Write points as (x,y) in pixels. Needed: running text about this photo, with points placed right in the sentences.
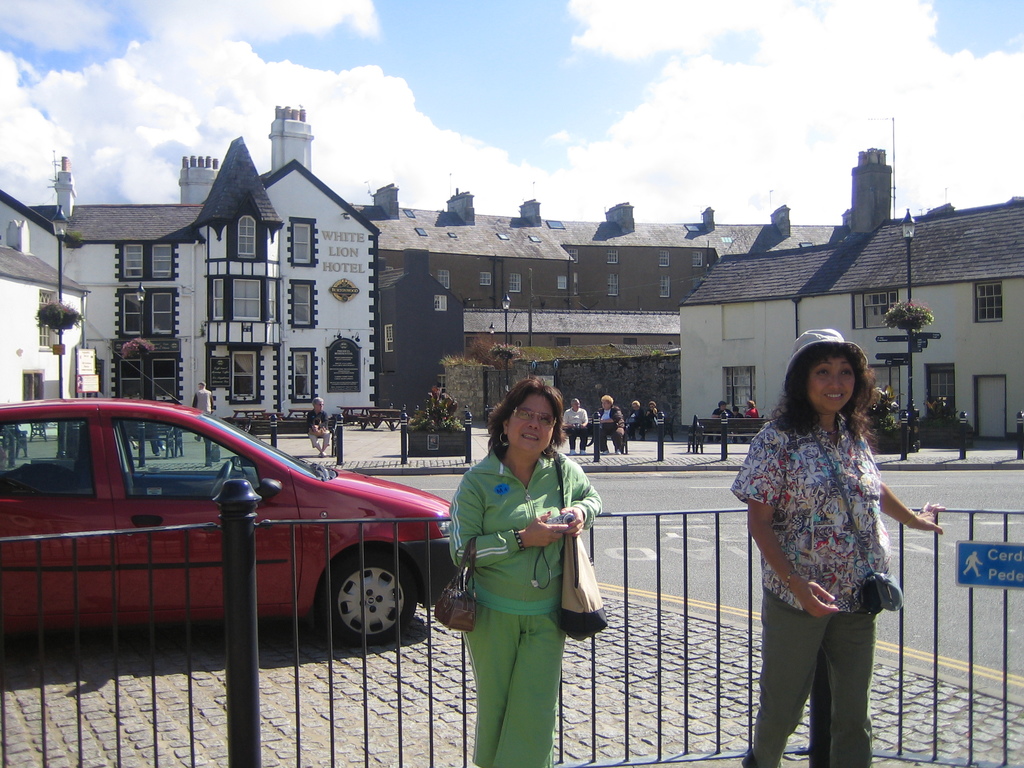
In this picture I can observe two women (765,434) standing in front of the railing (661,610) in the middle of the picture (524,490). On the left side (284,503) I can observe a parked car (300,506). In the background (429,267) there is a building (500,277) and some clouds (363,117) in the sky (400,100).
